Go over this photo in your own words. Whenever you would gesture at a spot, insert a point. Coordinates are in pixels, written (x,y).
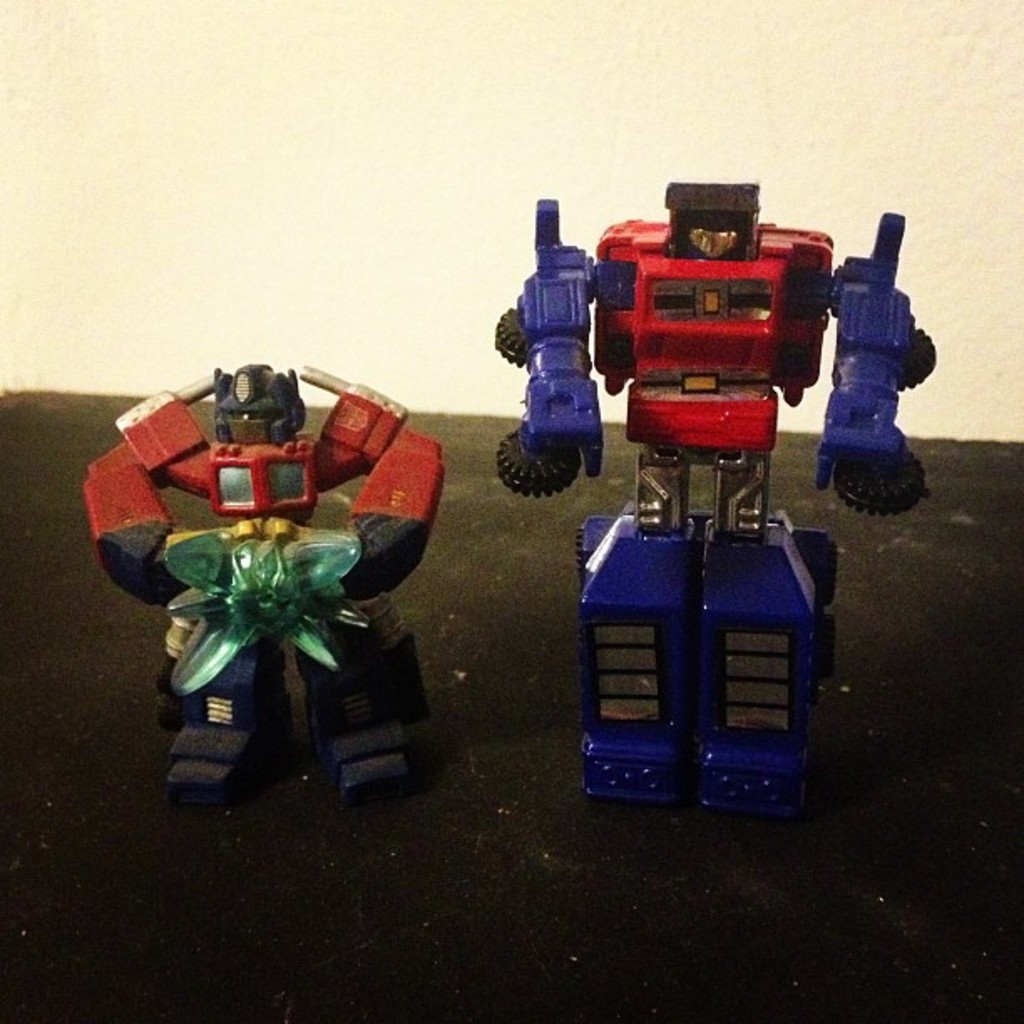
Here we can see two toys (283,531) on a platform (554,937) and this is the wall (473,138).
